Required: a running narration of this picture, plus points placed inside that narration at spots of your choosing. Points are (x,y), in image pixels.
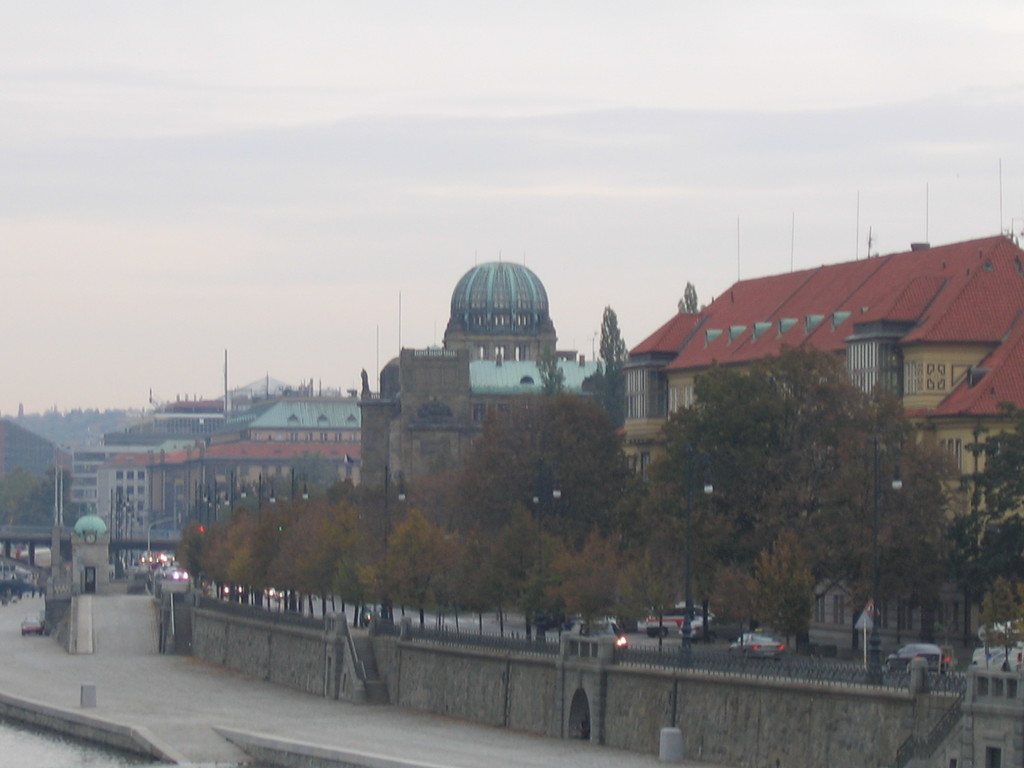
This picture is clicked in the city. At the bottom of the picture (99,675), we see a road (340,714) and beside that, there is a wall (508,684). In the middle of the picture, we see vehicles (688,624) moving on the road (756,627). On either side of the road (499,618), there are trees (684,573). There are many buildings (343,445) and trees (537,457) in the background (734,419). At the top of the picture (385,232), we see the sky (338,230).
